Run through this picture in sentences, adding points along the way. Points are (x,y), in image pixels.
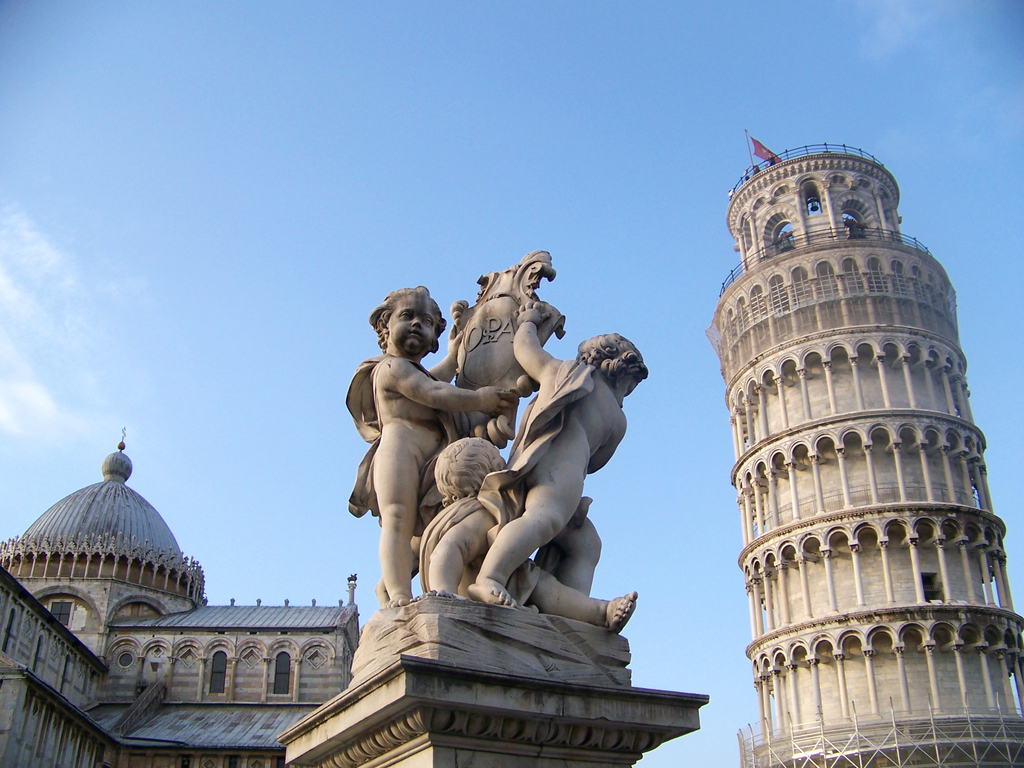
In this image we can see one statue (580,597), two buildings (772,182), one flag (768,159) with pole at the top of the building (779,214), some objects (813,200) in the building (809,252) and there is the sky (1019,461) in the background (399,254).
